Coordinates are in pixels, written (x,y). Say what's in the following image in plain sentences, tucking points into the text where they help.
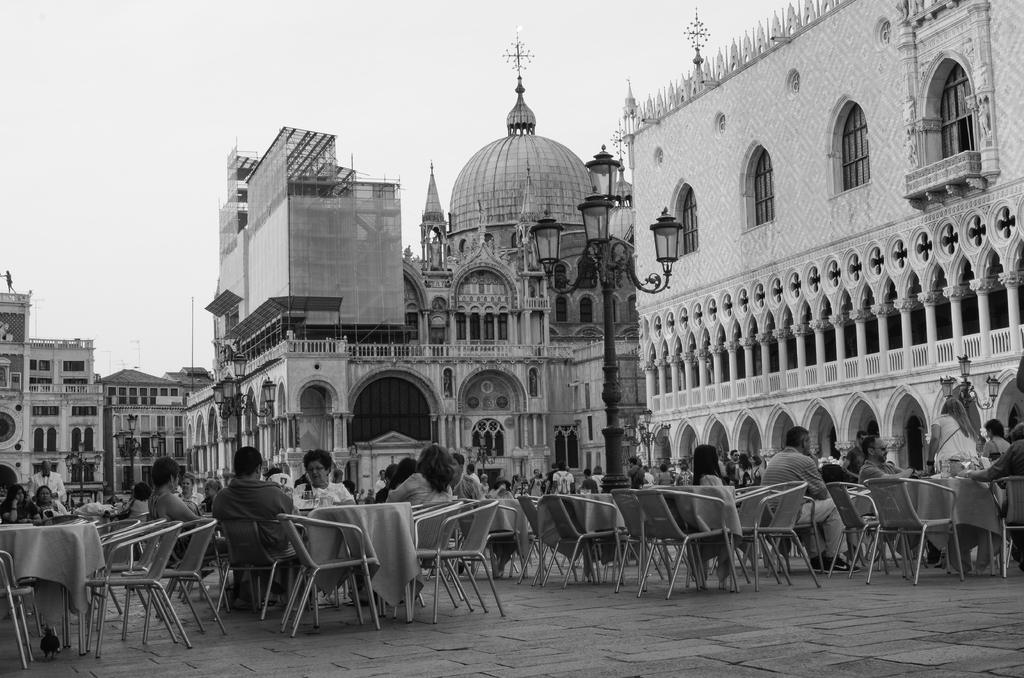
In this image I can see few people (488,495) are sitting on the chair (304,566) and few people (559,469) are around. There is a table (67,534). At the back side (73,425) we can see a building (80,425).
